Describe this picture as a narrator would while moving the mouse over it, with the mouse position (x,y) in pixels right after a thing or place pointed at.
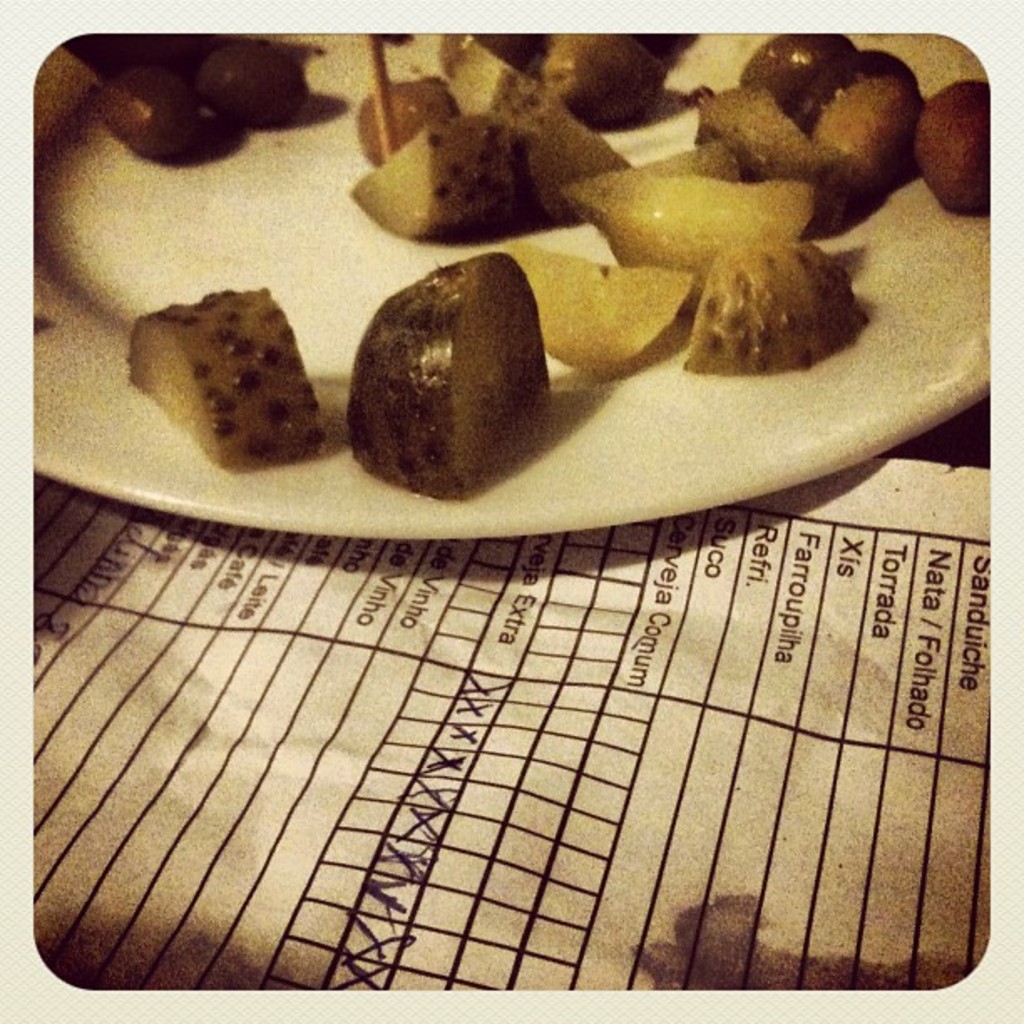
In this image I can see a plate (549,510), on top of plate (270,157) I can see a fruit pieces (543,320) and beside the plate (549,523) I can see papers (436,646) on which I can see text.
